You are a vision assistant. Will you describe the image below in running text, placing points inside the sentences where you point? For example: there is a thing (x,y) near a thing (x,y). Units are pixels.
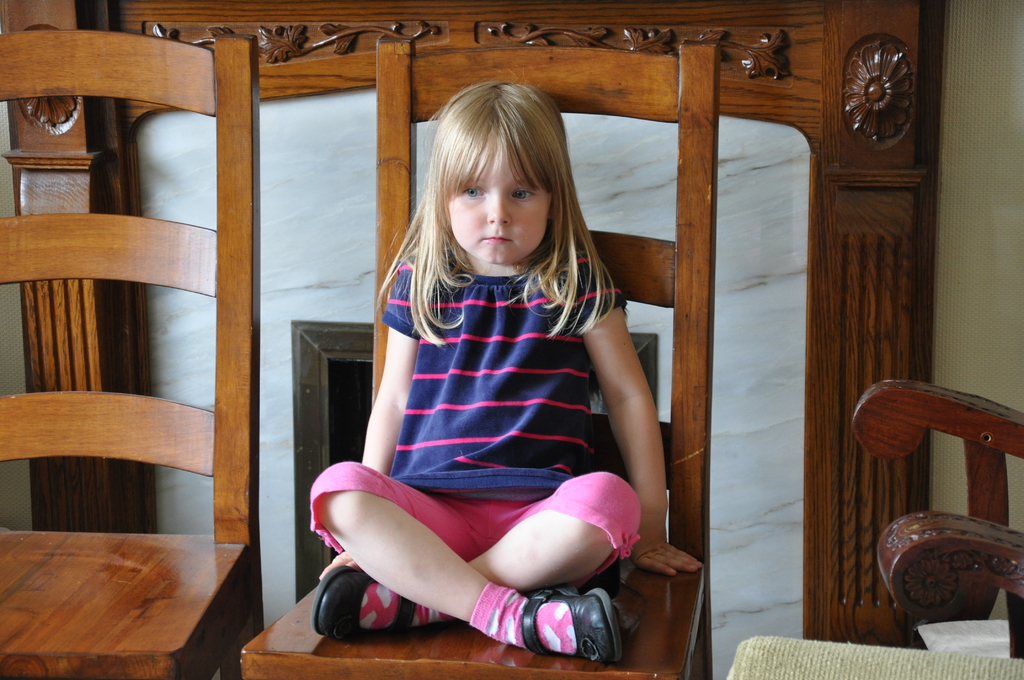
A small girl (489,248) is sitting on a brown chair (266,643) and there is an unoccupied chair (253,618) beside her. In the background (81,347) we find a wooden slate (894,297) and marble (799,171) is present on it.
